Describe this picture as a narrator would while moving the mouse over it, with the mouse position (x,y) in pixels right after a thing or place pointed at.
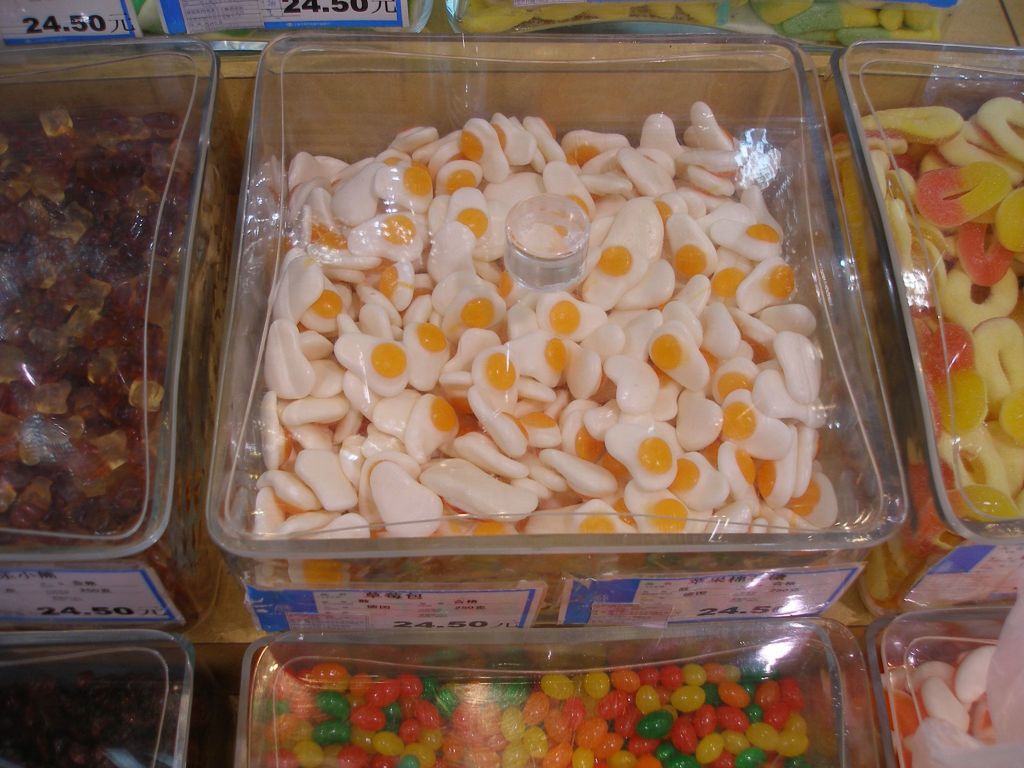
In this image there are some glass boxes (599,555), and in the boxes (606,541) there are some candies (487,201) and some boards (277,3). On the boards (265,13) there is text (99,612).
